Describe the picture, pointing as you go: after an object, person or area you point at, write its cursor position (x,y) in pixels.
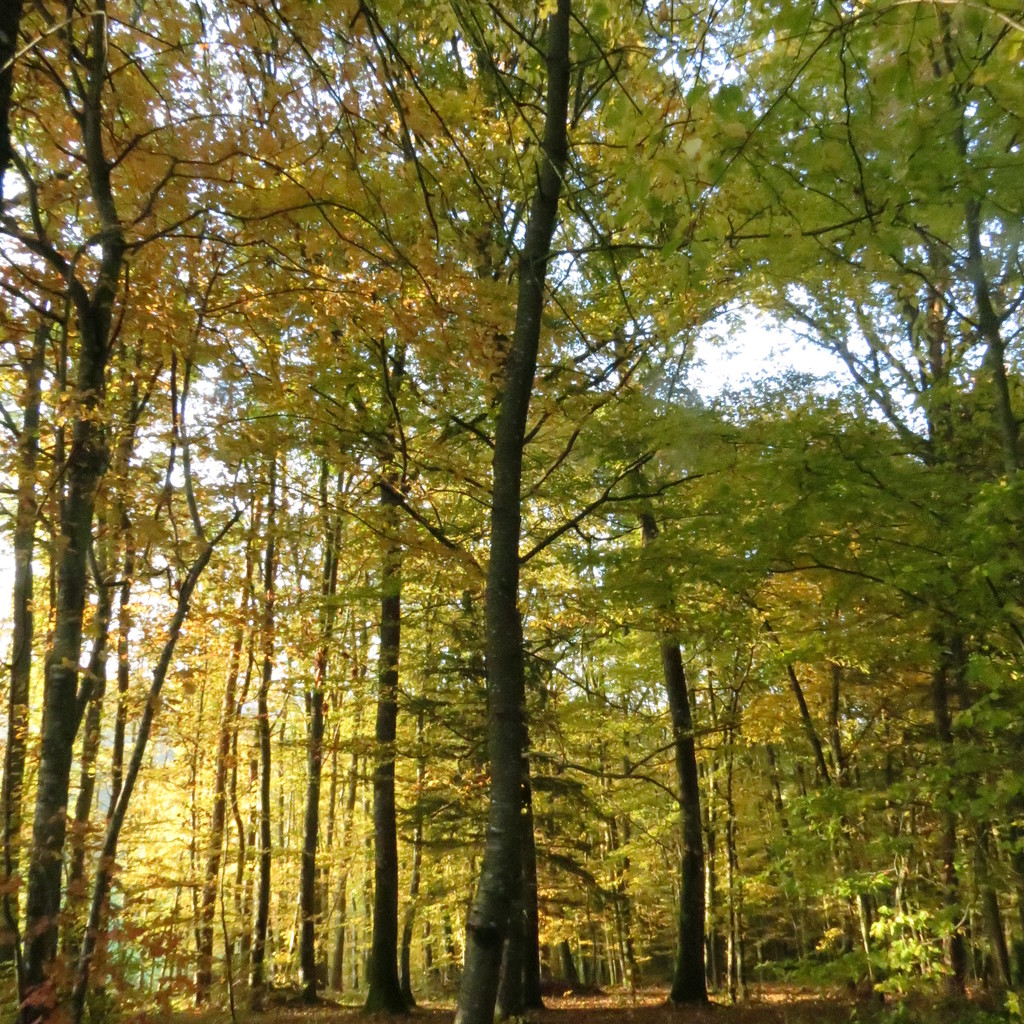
In this image, we can see some trees (803,448).
